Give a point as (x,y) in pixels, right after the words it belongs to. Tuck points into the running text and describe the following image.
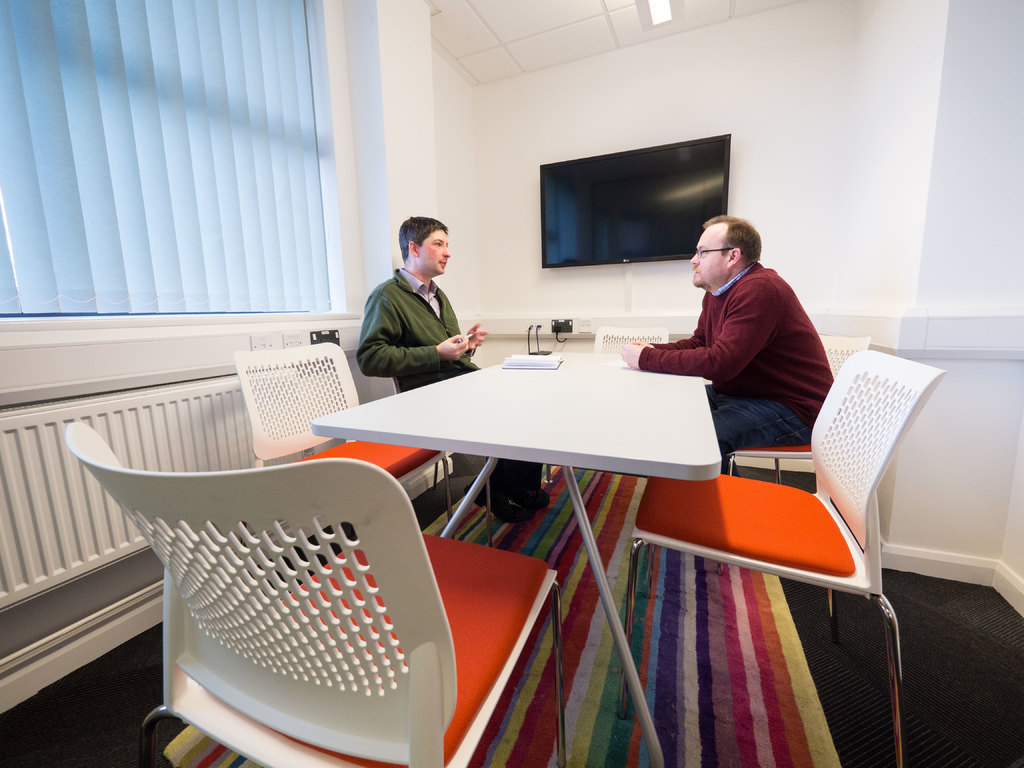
The picture is inside a room (73,709), there is a white color table (597,429) and there are some chairs (784,547) around the table (568,422) there are two persons (426,312) sitting opposite to each other, to their left side there is a television (657,163) to the wall (520,255), in the background (674,140) there is a window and white color wall (681,123).
